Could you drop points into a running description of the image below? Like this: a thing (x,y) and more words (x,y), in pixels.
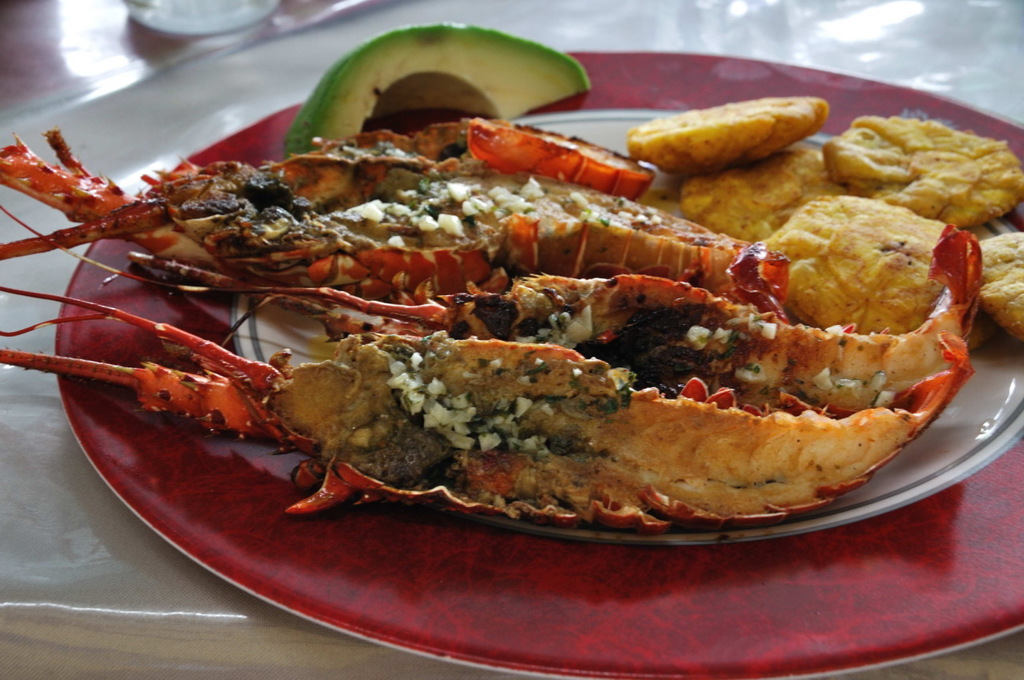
In this picture, we see a red and white plate (835,641) containing the food item (512,286) is placed on the white table (83,538).
